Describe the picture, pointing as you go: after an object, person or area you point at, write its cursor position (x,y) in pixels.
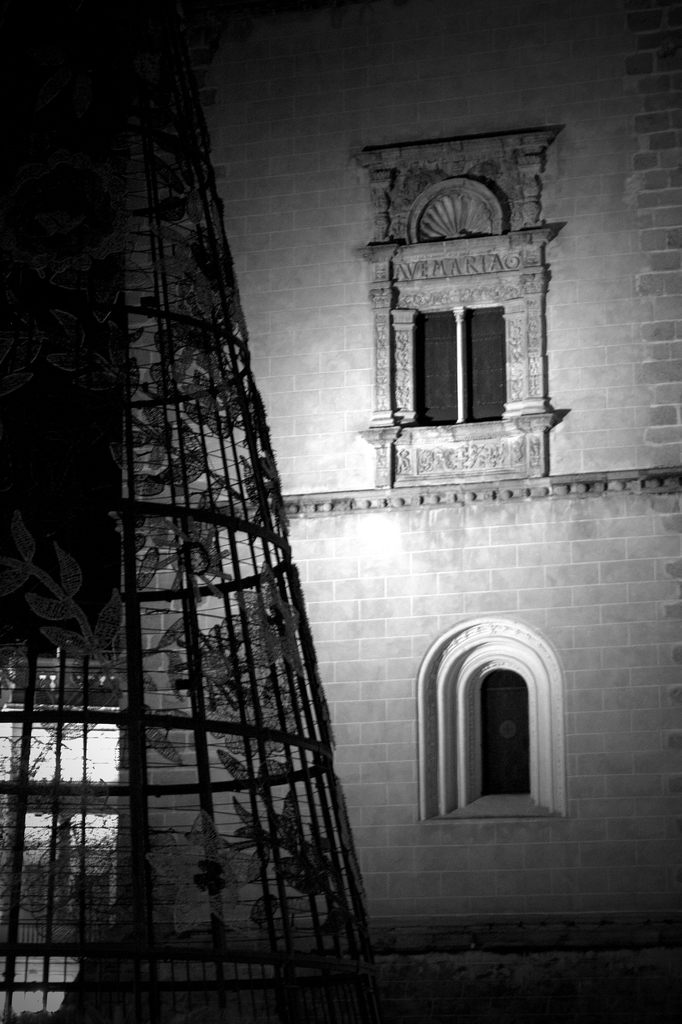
There is a building (446,357) which has 2 windows (427,787).
